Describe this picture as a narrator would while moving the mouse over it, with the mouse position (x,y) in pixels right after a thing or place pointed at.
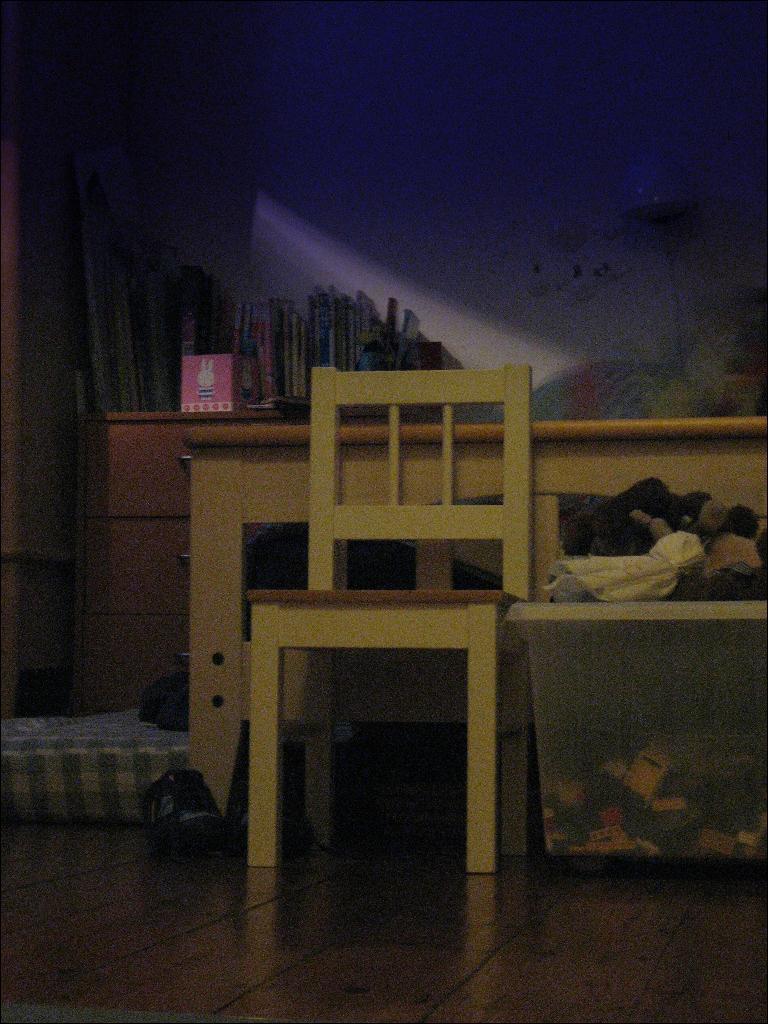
This image is taken inside a room (595,603). In the background of the image (201,725) there is a table (408,483). There is chair (430,383). There is wall (498,194). There are clothes (627,580) in a basket (600,625).
